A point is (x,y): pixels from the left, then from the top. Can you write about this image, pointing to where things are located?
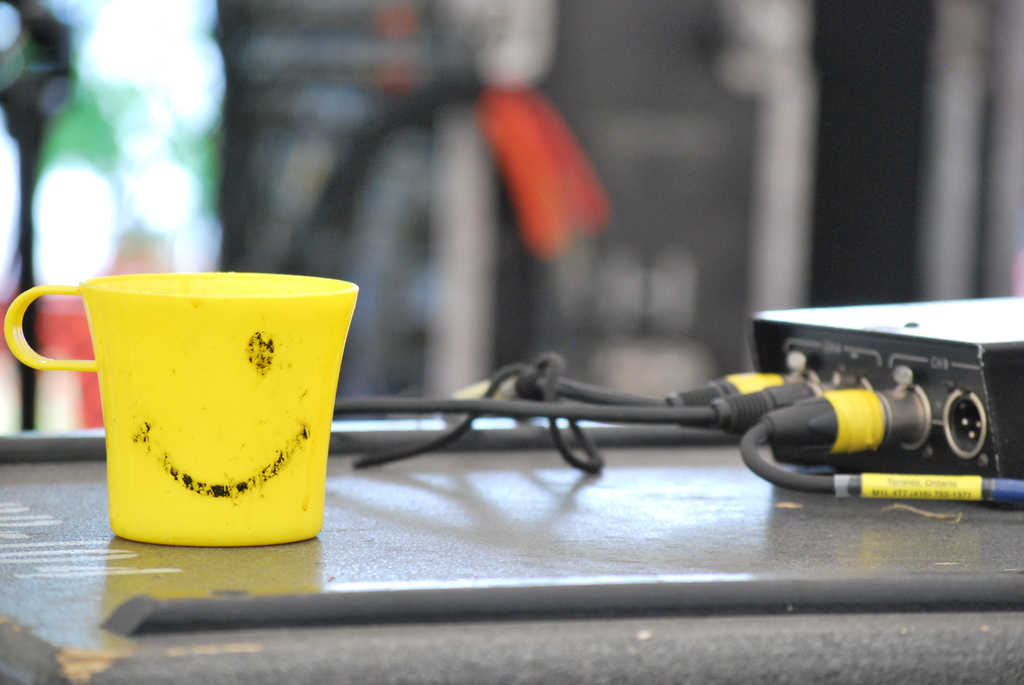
In this image I can see a cup (77,366) which is in yellow color on some surface (456,567). In front (436,400) I can see few wires (821,420) in black color and I can see blurred background (227,87).
